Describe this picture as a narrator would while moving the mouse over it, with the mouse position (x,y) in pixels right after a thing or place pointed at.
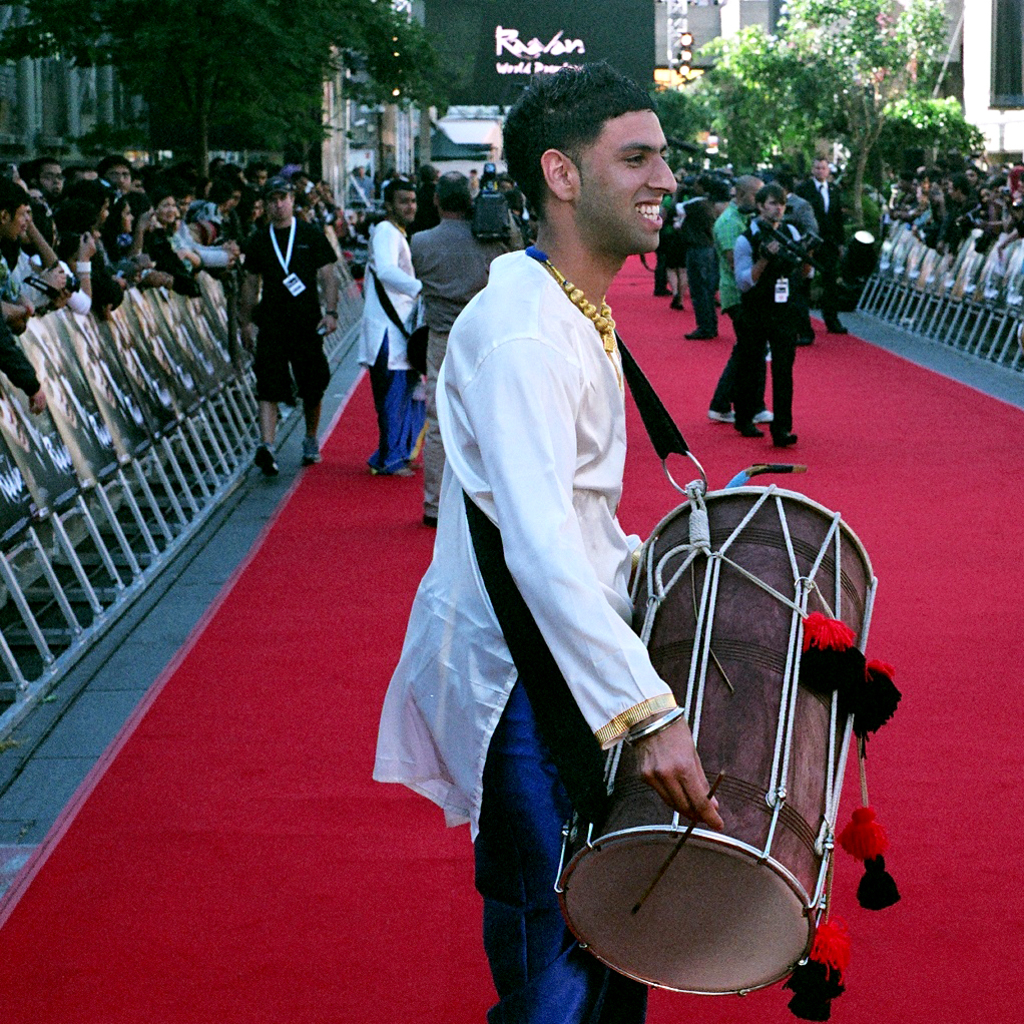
At the left (40,405) and right side of the picture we can see a crowd (283,169). These are trees (766,65). Here on the red carpet (966,1011) we can see few persons (268,339) walking and recording by holding a camera (797,249) in his hand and one man (582,88) is playing drums (796,614).
